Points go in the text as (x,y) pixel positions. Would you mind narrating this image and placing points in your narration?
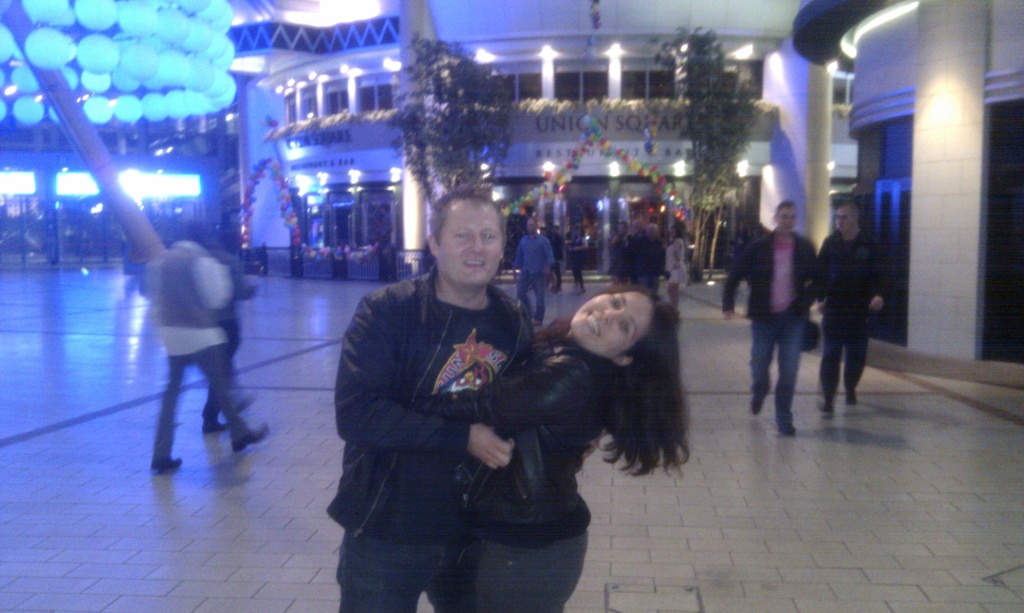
In this image in the middle (382,309), there is a man (460,302), he wears a jacket (390,307), trouser (382,575), he is smiling and there is a woman (424,405), she wears a jacket (542,406), trouser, her hair (657,331) is long, she is smiling. On the right (800,314), there are two men (827,333), and they are walking. On the left (197,308) there are two people (201,295), they are walking. In the background (172,174) there are some people (515,260), lights (401,172), building (318,131), decorations (161,69), wall (549,129) and floor (288,327).
